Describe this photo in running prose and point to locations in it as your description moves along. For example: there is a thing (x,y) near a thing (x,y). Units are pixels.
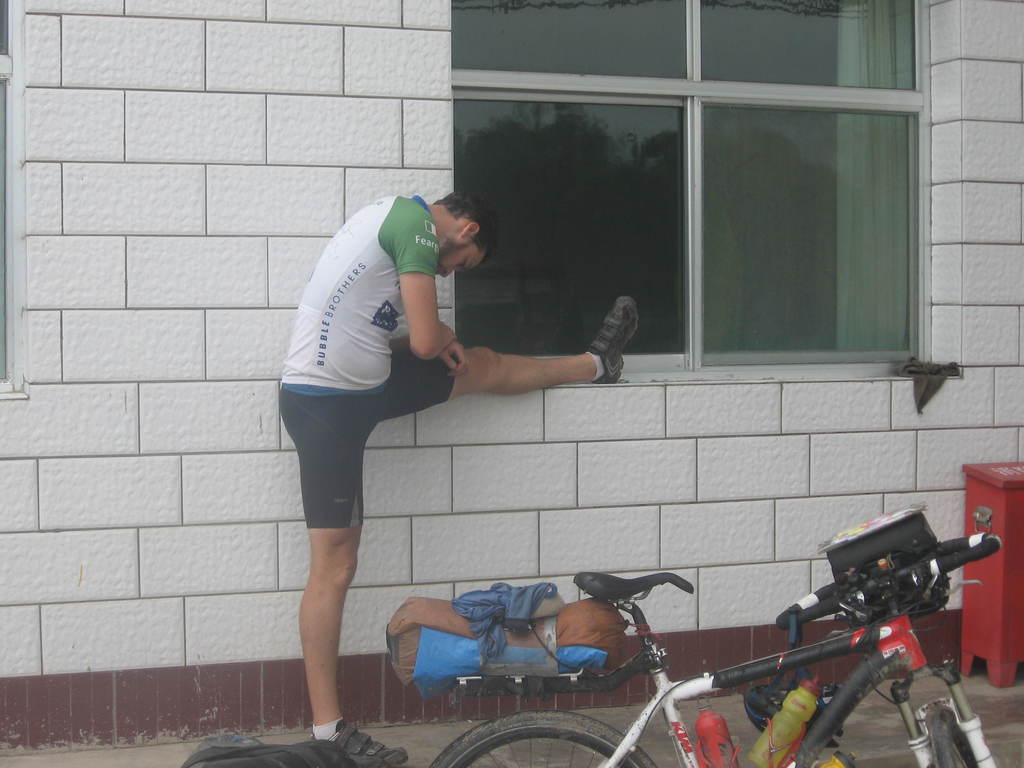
In this image I can see a bicycle (810,653). I can see two bottles (722,747). I can see a person (351,354). In the background (124,276), I can see the wall (322,149) and the window (702,215).
